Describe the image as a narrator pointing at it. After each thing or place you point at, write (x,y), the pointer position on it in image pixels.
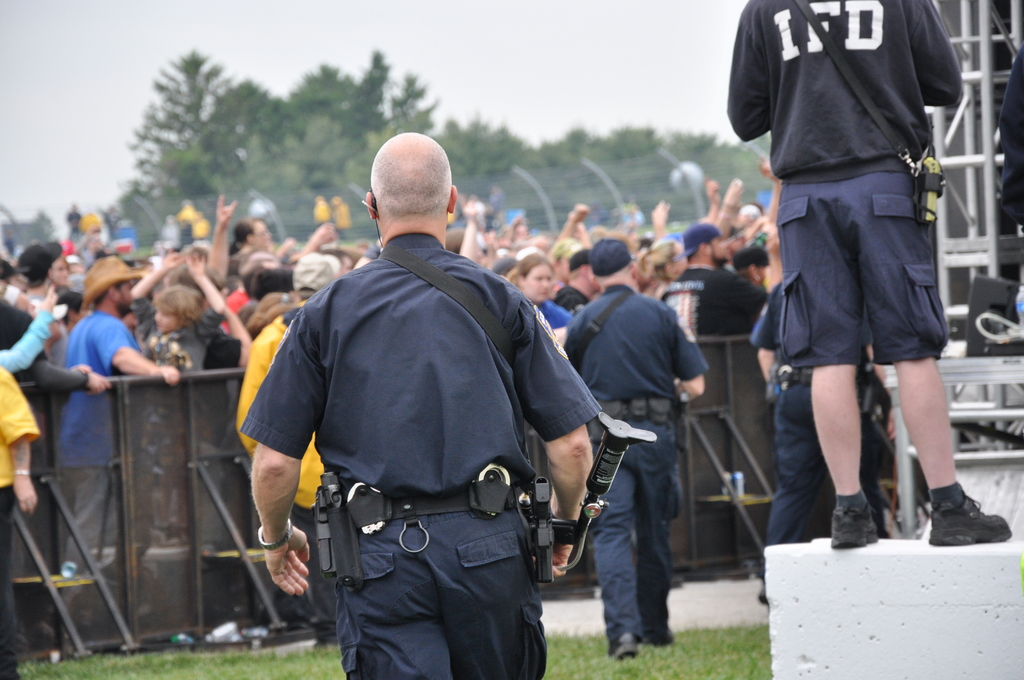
In this image we can see a crowd (741,196) standing on the ground (265,657). In the background (159,45) we can see sky (261,20), trees (357,132), street lights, iron grill (977,73) and grass (607,679).
